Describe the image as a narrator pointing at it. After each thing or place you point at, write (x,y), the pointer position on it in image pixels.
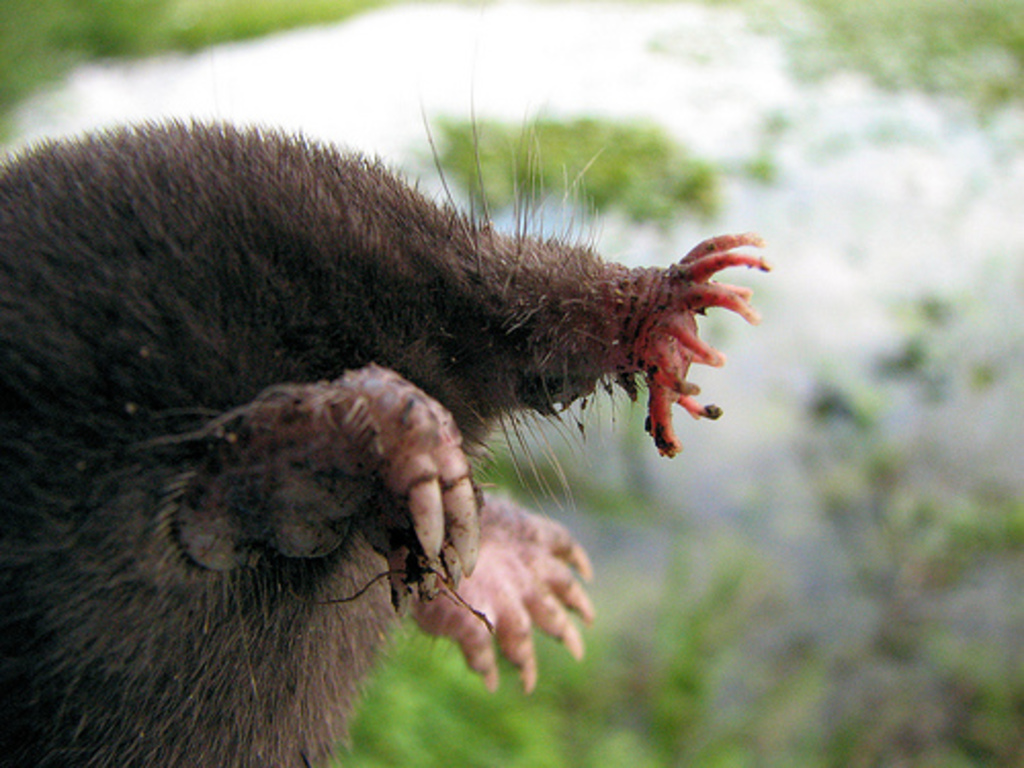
In the image there are legs (329,508) of an animal (182,529) visible in the image and the background of the animal (27,636) is blur.
